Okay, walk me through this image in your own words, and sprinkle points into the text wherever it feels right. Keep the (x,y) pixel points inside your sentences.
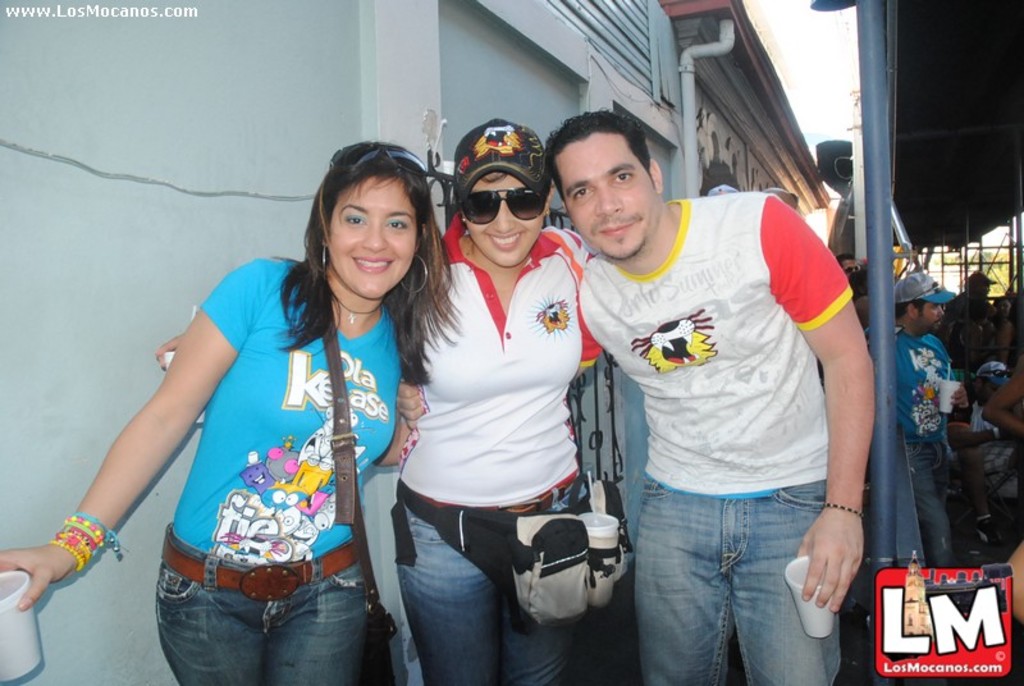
In this image we can see few people (428,354) and few people (316,471) are holding some objects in their hands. There is a shed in the image. There are few objects (512,519) in the image.
